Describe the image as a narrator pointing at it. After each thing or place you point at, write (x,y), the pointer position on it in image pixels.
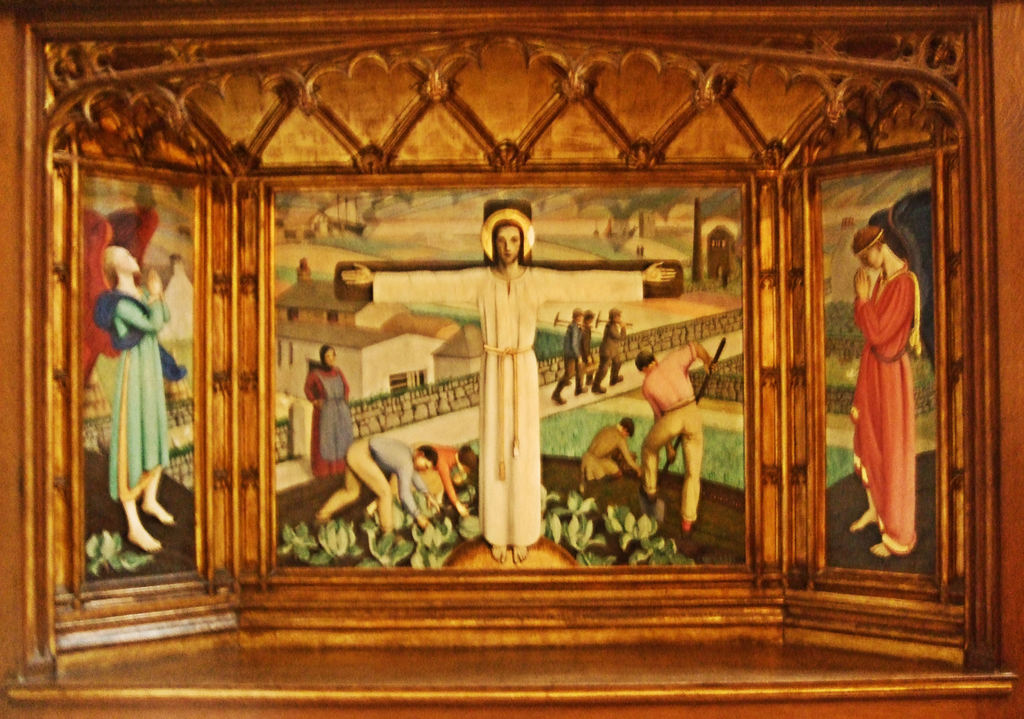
It looks like a frame (609,619), in which paintings (448,403) of idols (519,365) and in the background (672,482), persons (642,462) working, a woman (325,351) standing, few persons (578,351) walking on the side path (569,401) and few houses (337,348) in it.
